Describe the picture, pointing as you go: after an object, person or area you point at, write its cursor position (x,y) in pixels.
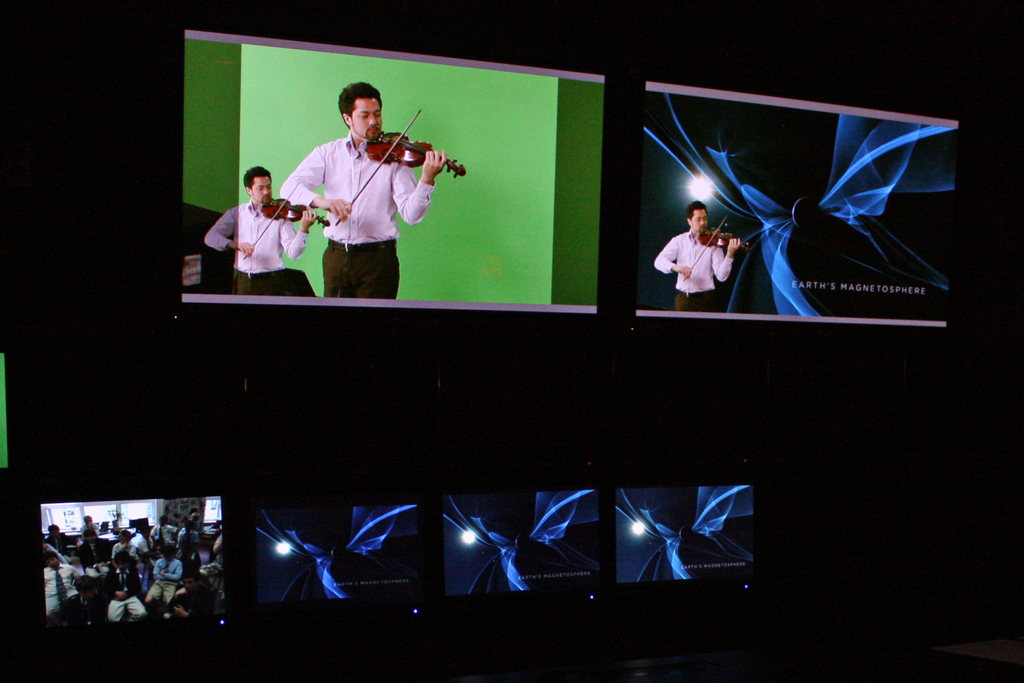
In the picture we can see a man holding violin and playing it. A man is wearing a white shirt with black pant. In the background (478,265) we can see a same image of a person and there is a green wall (488,257) in the background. In the second image we can see a same person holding a violin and playing it in the background (817,230) we can find a blue animated background (798,226).
